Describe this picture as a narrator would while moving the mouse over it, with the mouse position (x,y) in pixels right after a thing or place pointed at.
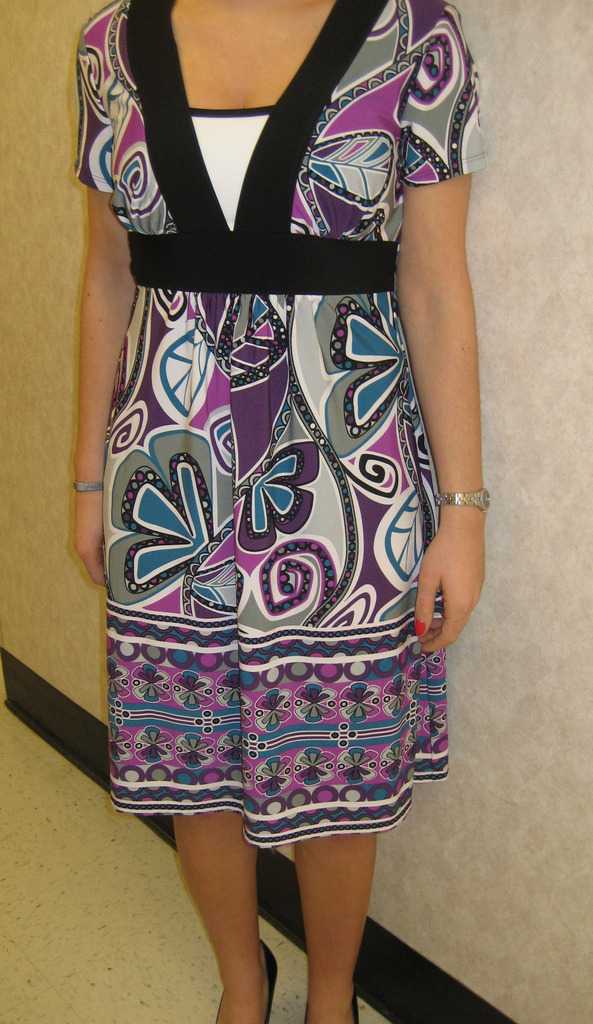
This picture shows a woman (404,43) standing and she wore a wrist watch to her hand (452,611) and we see a cream color wall (530,254) on the back (586,294).
